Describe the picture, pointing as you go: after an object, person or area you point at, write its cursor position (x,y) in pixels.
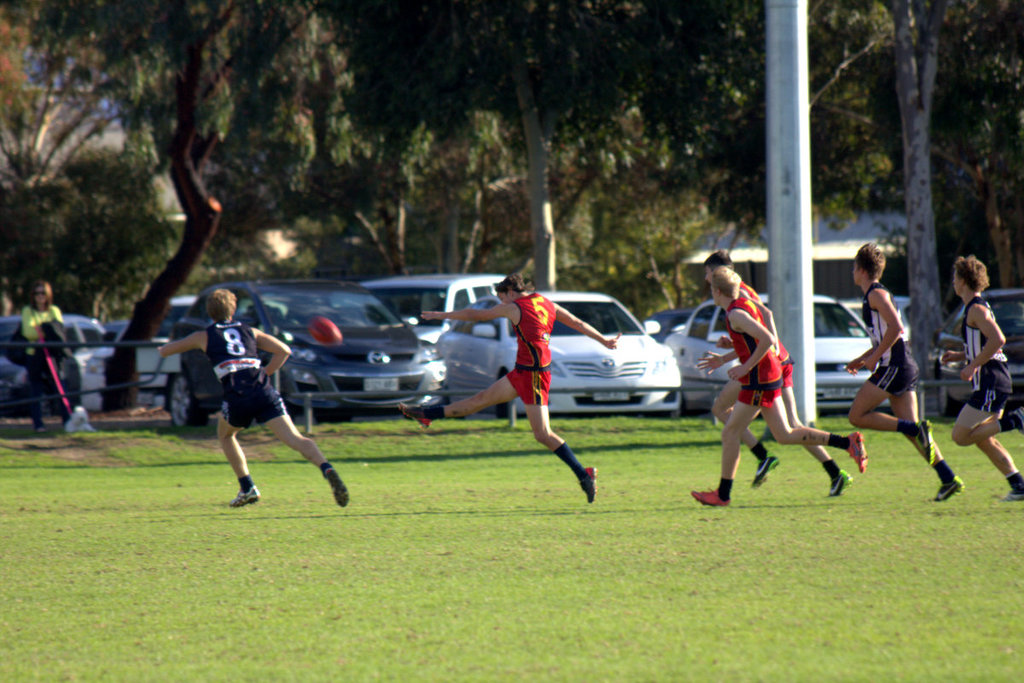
In this picture we can see few people (530,346) are playing with ball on the grass (539,592), side we can see some vehicles (502,325) are parked, some trees (304,241), we can see one woman (54,358) standing near fencing (57,343) and watching.
